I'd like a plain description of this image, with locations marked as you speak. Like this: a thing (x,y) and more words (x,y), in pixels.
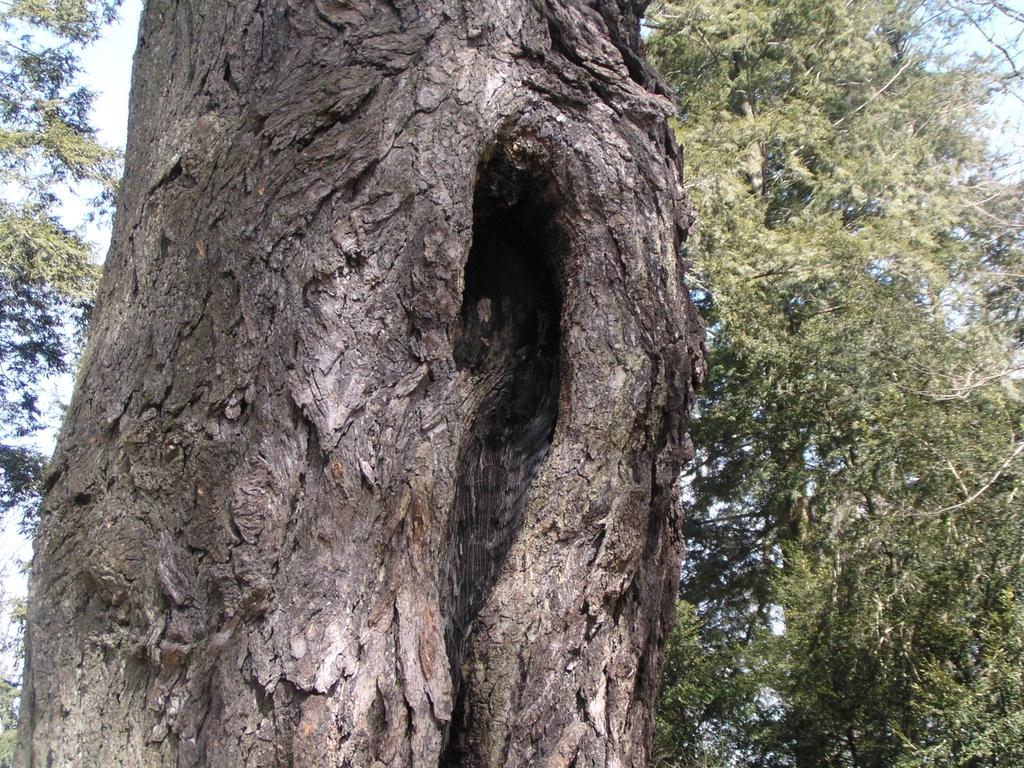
In this picture I can see many trees (481,477). In the background (24,339) I can see the sky (73,352).
